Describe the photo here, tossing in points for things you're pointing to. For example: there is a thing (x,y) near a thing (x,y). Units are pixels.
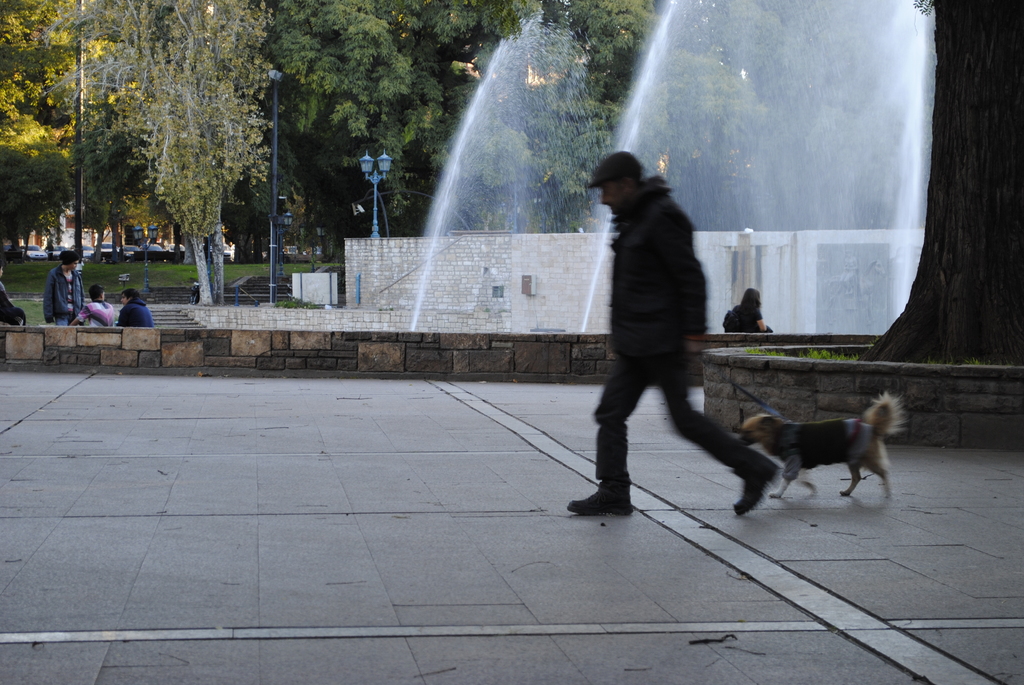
There are group of persons (644,197) in this image at the right side of the image (695,340) there is a person (697,286) walking and a dog (795,463) and at the left side of the image (57,306) there are lady persons (103,319) sitting and talking and at the top of the image (410,169) there are trees (431,156) and at the middle of the image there is a water fountain (610,213).
